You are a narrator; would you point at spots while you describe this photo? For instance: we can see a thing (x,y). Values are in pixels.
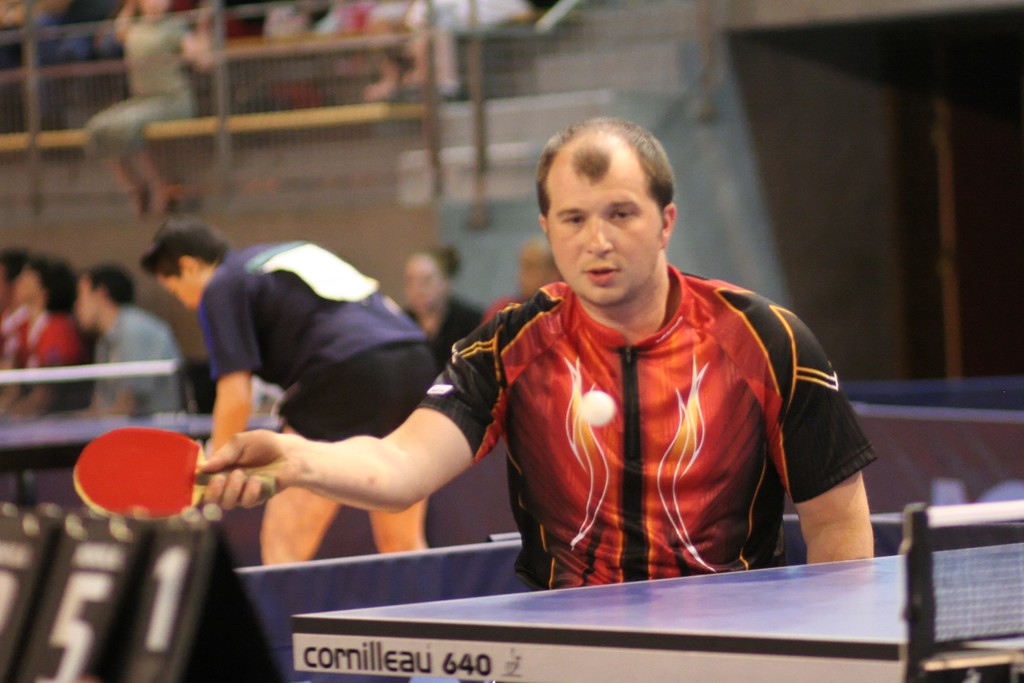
In this picture we can see a person (434,402) holding a table tennis racket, in front of him we can see a table tennis table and in the background (426,347) we can see people (451,328) and some objects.
